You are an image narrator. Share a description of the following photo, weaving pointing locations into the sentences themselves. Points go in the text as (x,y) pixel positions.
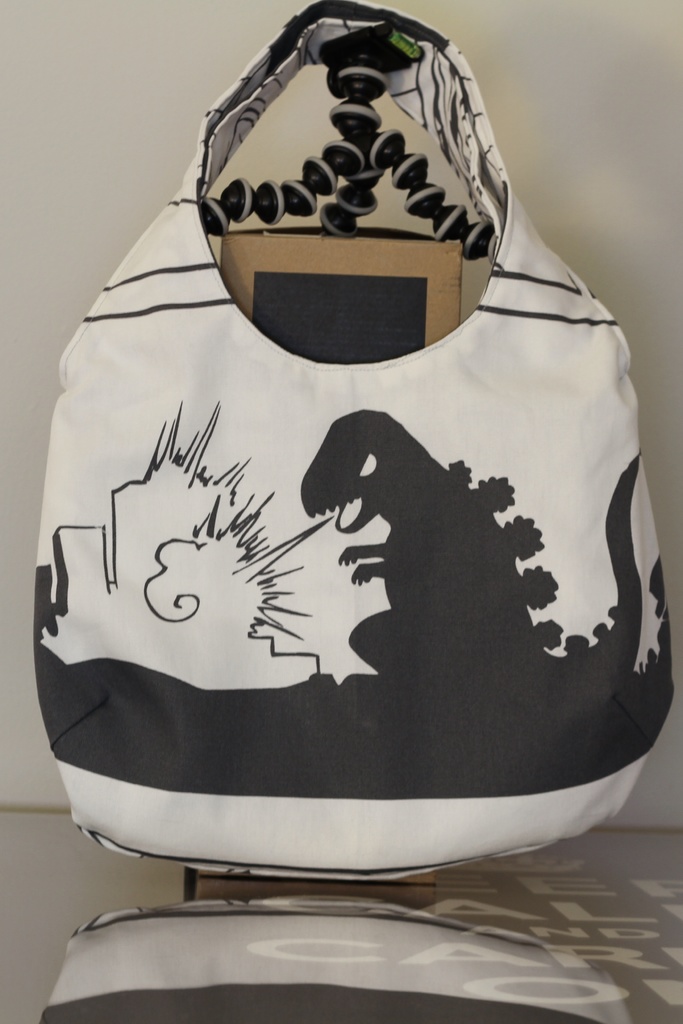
A dinosaur picture (481,514) on this bag (117,348) and a box (423,257) inside this bag (248,324). This bag (455,450) is kept on a table (336,1017). On this table (474,1006) there is a reflection (380,996) of a bag (192,991).
